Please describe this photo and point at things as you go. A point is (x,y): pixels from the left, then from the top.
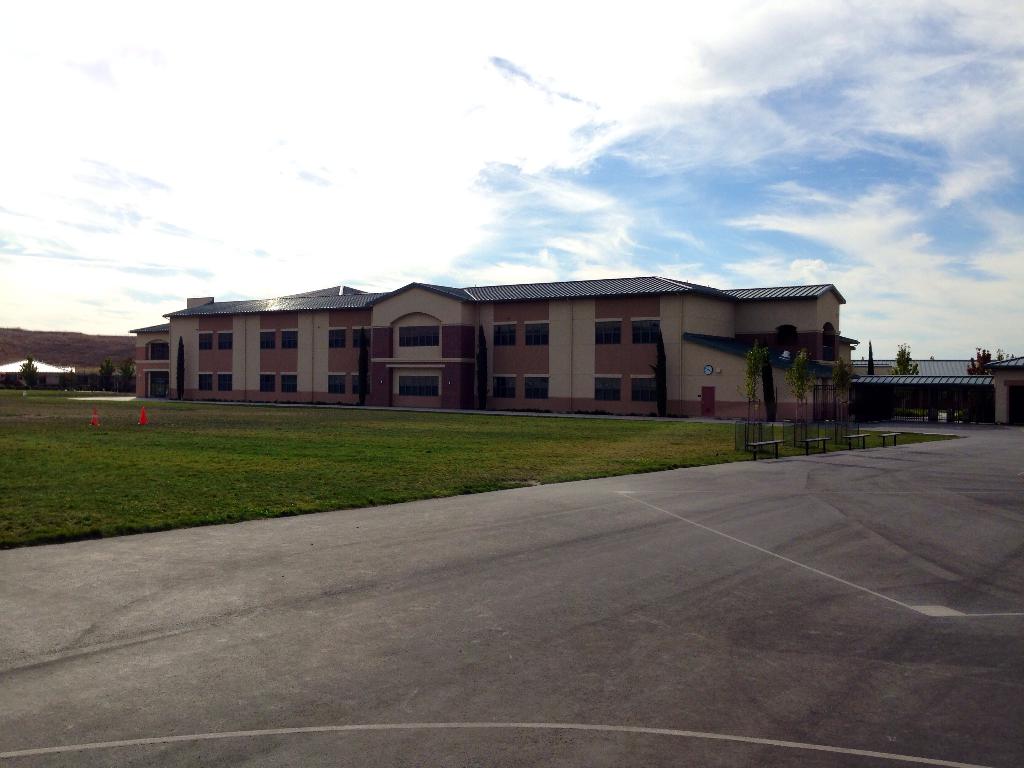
In this image we can see a building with windows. We can also see grass (494,471), plants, benches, traffic poles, the pathway (650,684) and the sky (353,275) which looks cloudy.
